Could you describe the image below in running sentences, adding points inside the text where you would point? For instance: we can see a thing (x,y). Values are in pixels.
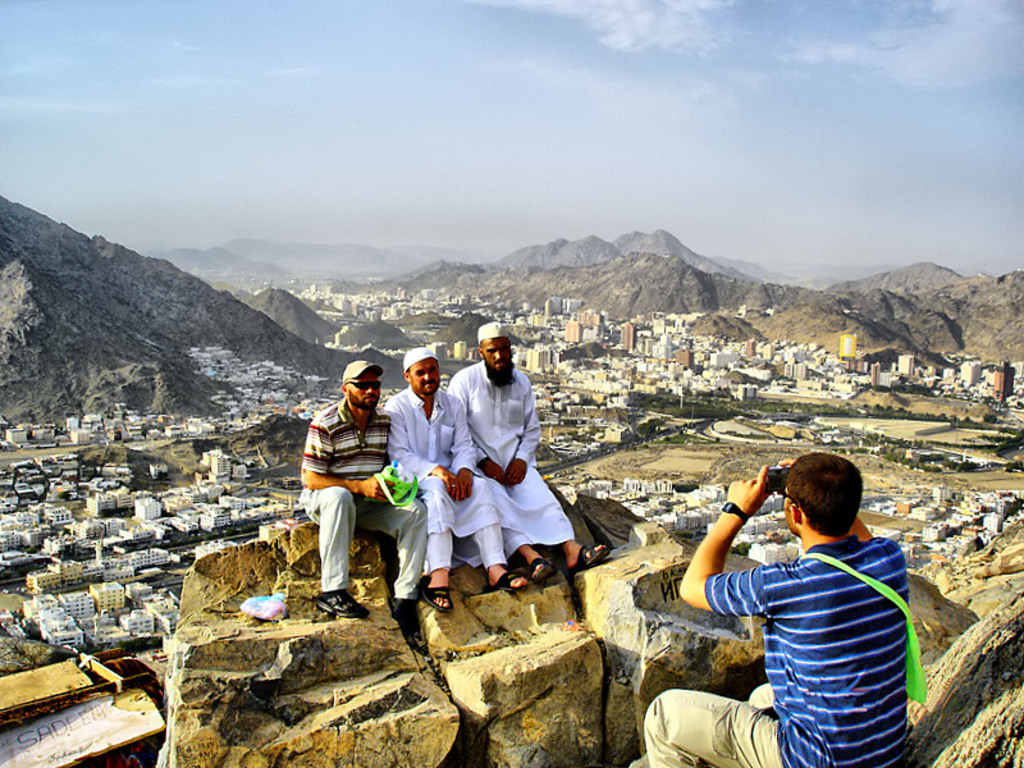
In the image we can see there are people (311,435) sitting on the rock (591,626) and there is a man (821,649) sitting and holding camera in his hand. Behind there are buildings (61,503) and there are hills (47,380).
